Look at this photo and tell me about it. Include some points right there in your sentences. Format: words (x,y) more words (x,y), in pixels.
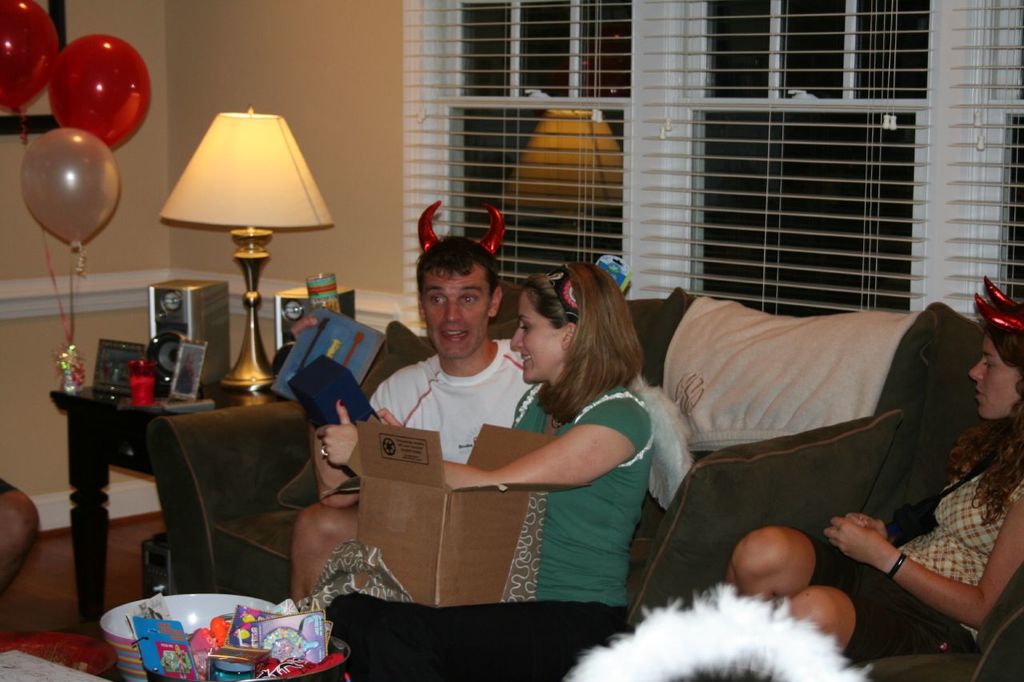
In this picture i could see three person (641,445) sitting on the dark colored sofa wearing a horn (493,214) on their head (588,311) with lady (534,378) beside the person (474,410) is holding a carton box (517,499) and in the corner of the table (115,395) i could see a lamp holder (251,349) on the table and the balloons (48,174) on it and in the background (651,124) i could see window (761,173) with blinds (728,207).
